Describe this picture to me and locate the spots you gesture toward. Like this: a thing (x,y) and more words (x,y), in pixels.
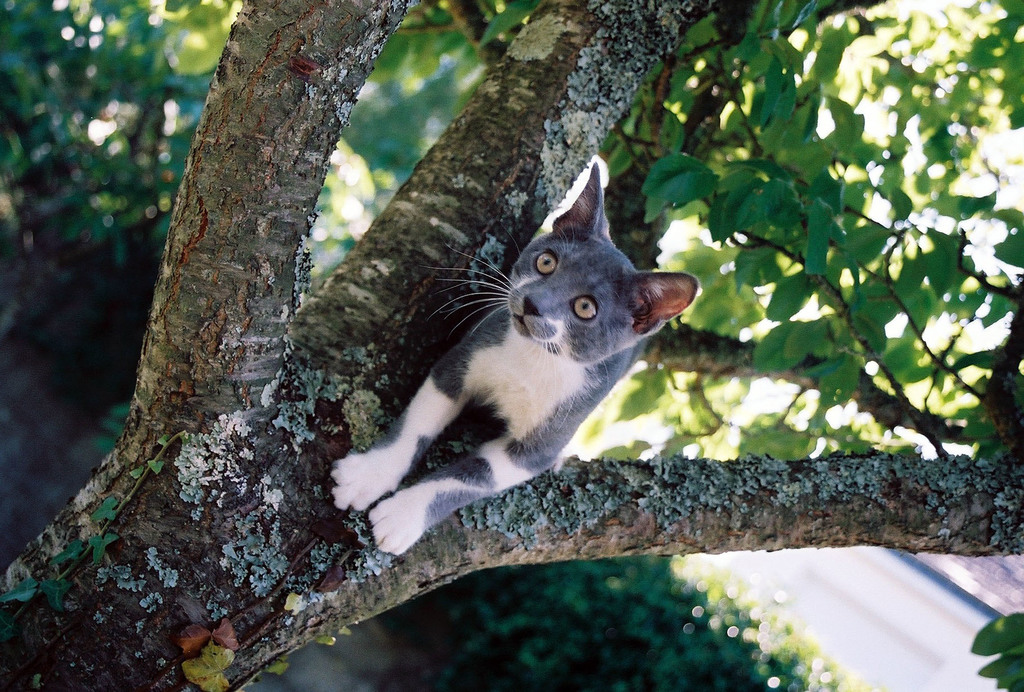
In this picture we can see a cat (447,373) on the tree (410,374) and behind the trees (310,176) there are plants (688,583) and a path (904,605).
